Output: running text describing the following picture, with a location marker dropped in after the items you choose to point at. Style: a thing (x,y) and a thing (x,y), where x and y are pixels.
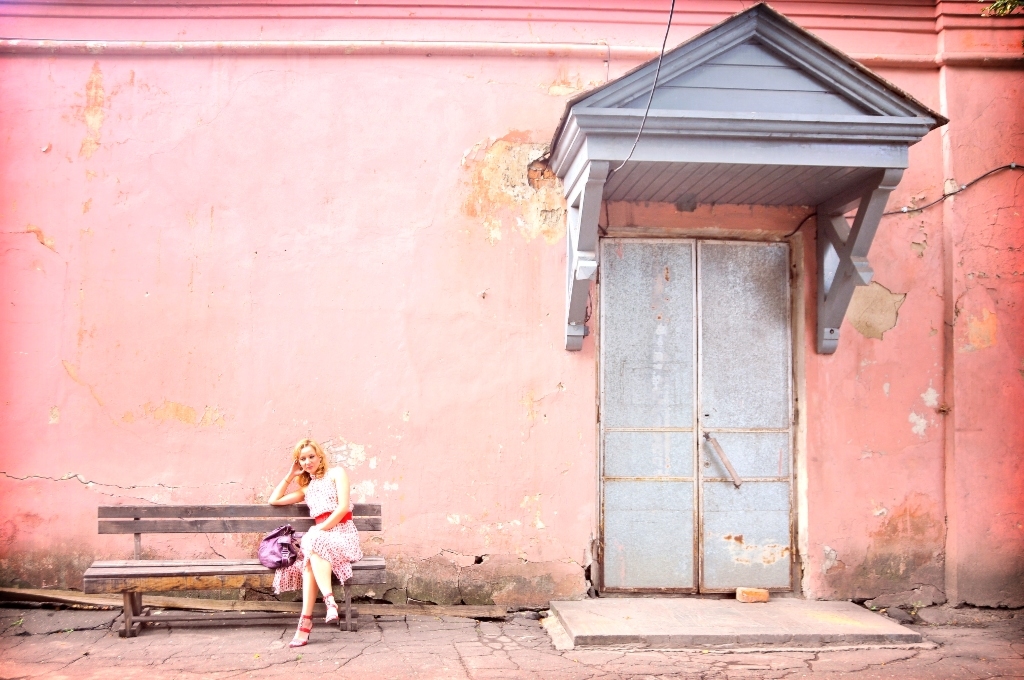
In this picture, we see woman (337,551) in white and red dress (336,536) is sitting on bench (361,565). Beside her, we see a purple bag (274,561). Behind her, we see a wall (284,182) which is pink in color and beside that, we see a grey door (696,432).
